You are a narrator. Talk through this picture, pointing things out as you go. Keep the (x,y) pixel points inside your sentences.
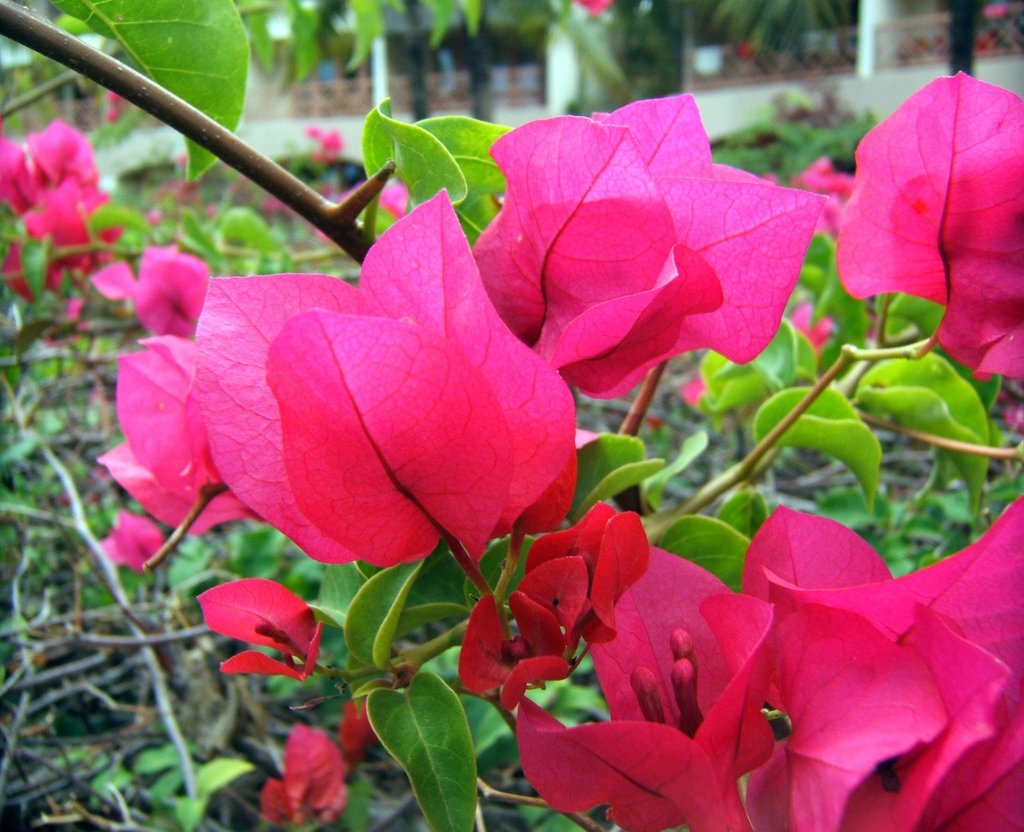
In the picture I can see some flowers (876,587) to the plants (391,172), behind we can see house (543,62) with fence (449,96).
